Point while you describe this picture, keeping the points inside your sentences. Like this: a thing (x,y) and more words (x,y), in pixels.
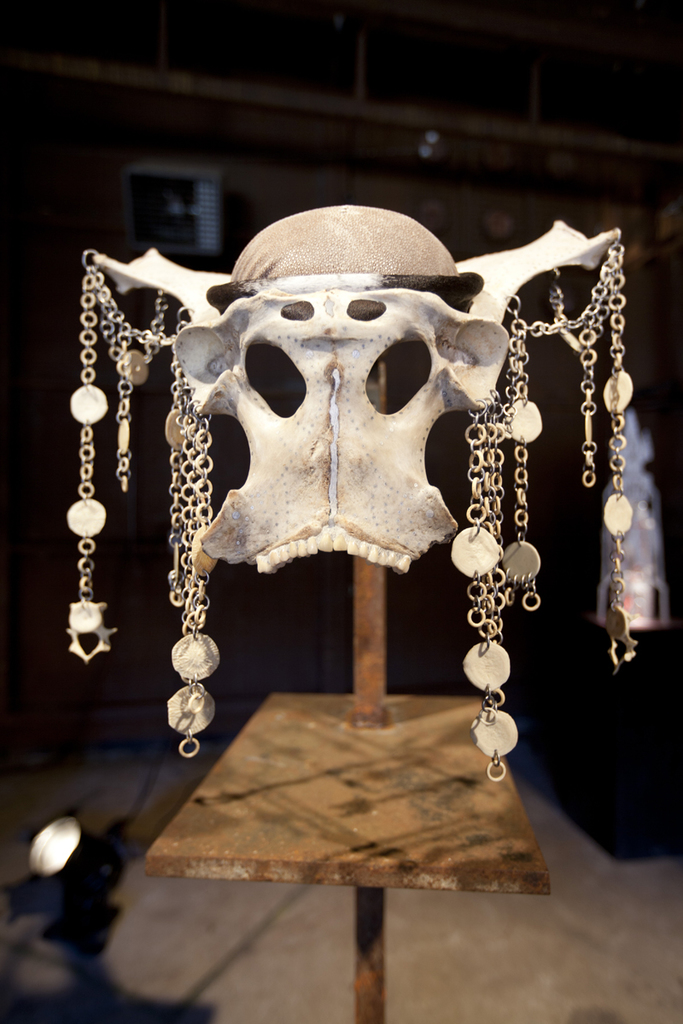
In this image, in the middle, we can see a table (342,782). On the table (347,790), we can see a skeleton (243,401) with few chains (515,733). In the background (225,221), we can see black color.
